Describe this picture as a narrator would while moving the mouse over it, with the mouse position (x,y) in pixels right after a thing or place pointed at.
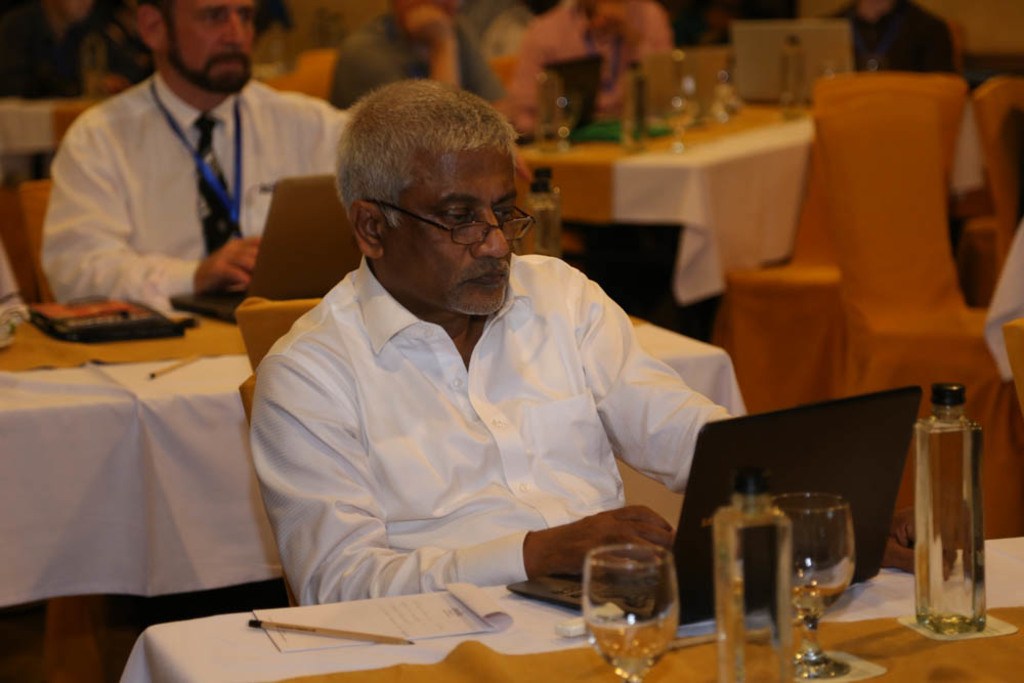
Here is a man (322,511) is sitting in the chair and looking into the laptop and here is a wine glass (623,644), bottles (763,620), papers (419,635) behind him there is another man (174,231).
